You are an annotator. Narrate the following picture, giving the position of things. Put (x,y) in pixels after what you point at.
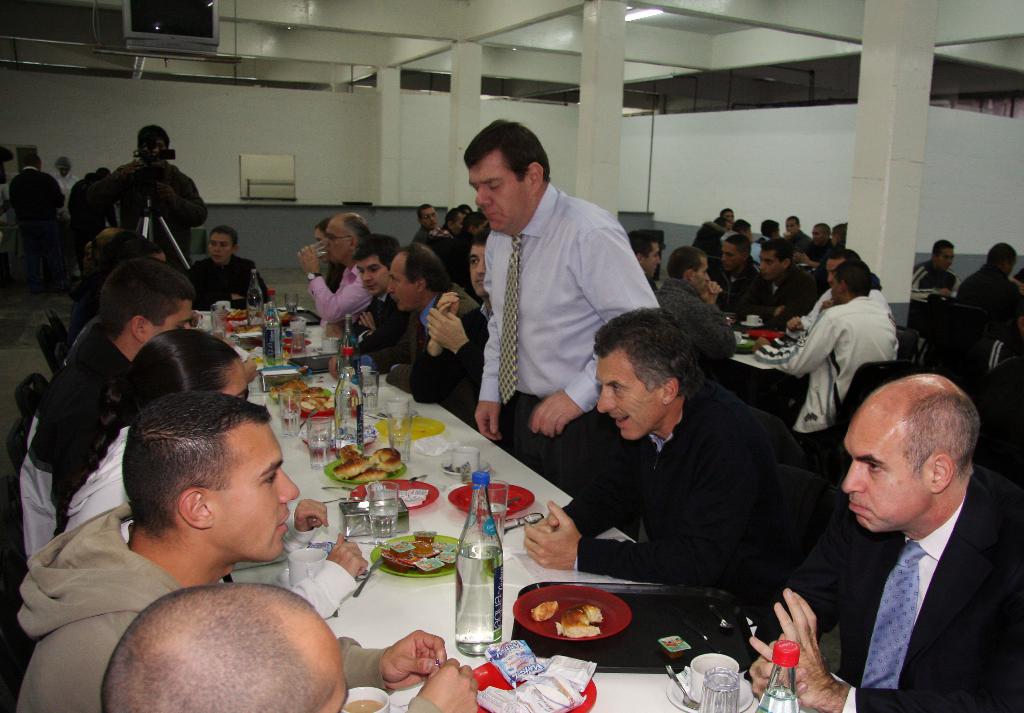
This is a picture taken in a hall (594,437), there are a group of people (202,475) sitting on a chair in front of the people (222,398) there is a table (386,608) on top of the table (426,626) there is a food (573,623), plate (538,633), bottle (477,604), glass (386,512), cup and saucer (454,465) and the man (184,190) in black jacket (173,196) holding a camera (152,174) with tripod stand (149,211). Background of this people (496,356) is a white wall (265,145).
